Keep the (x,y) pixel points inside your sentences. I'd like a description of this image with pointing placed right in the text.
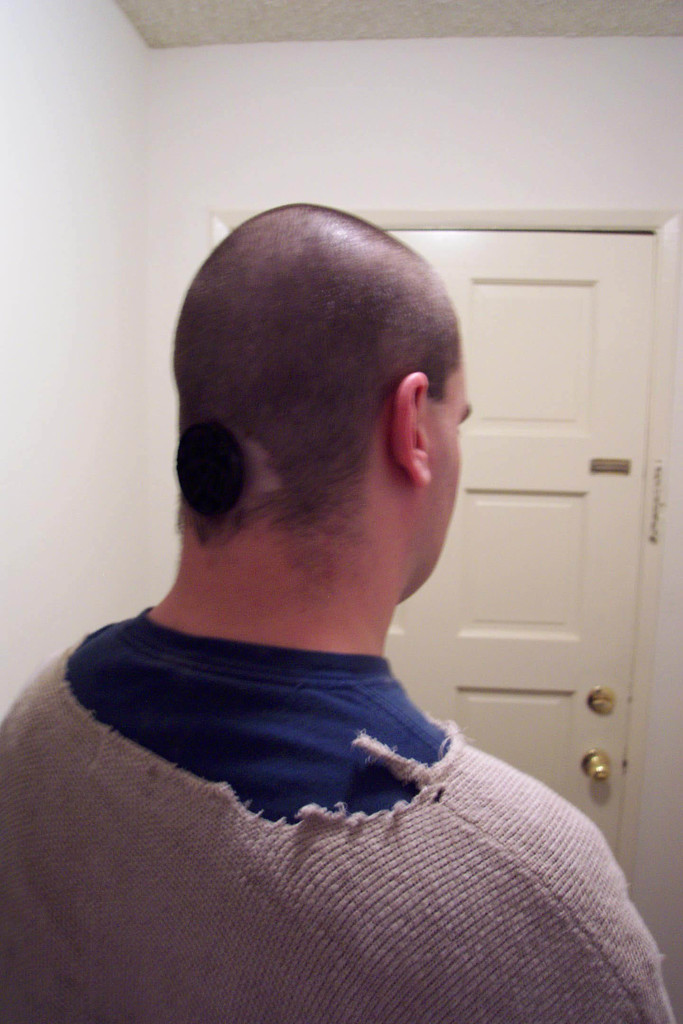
In this picture we can observe a person (287,702) wearing blue and grey color T shirt (188,876). We can observe a white color door (520,570) in front of him. There is a wall (295,145) which is in white color in the background (352,148).
